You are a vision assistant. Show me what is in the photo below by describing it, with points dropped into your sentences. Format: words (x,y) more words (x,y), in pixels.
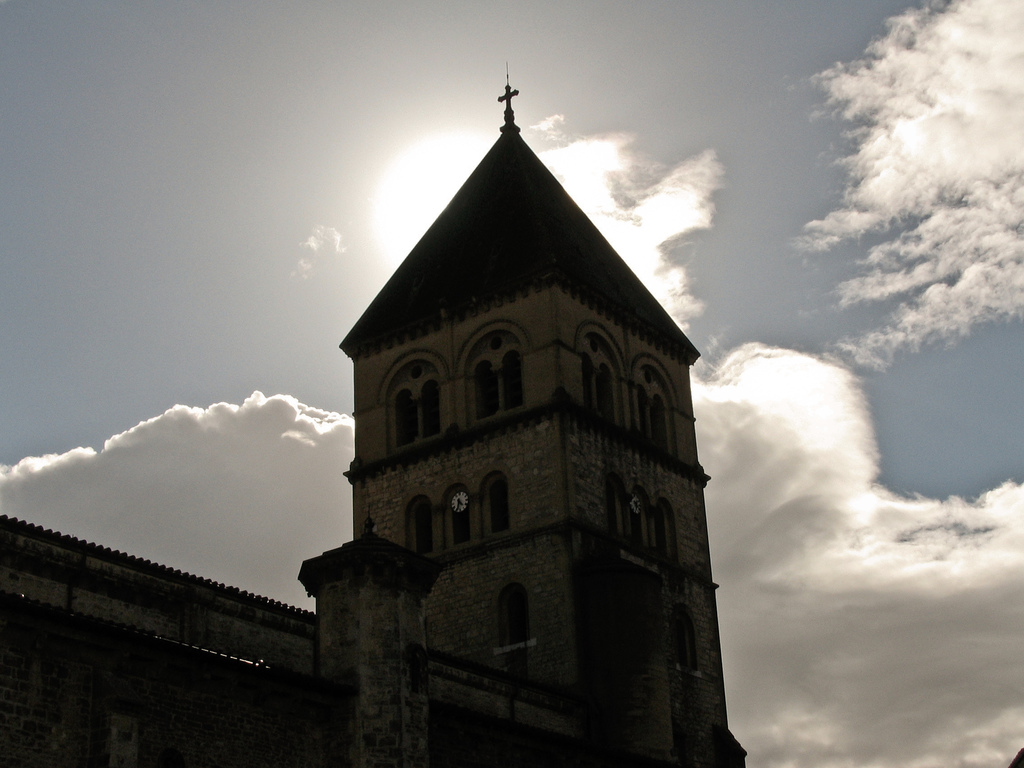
In this image we can see one church (557,519), two clocks (632,504), one cross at the top of the church (518,162), one object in the bottom right side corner of the image and in the background (617,179) there is the sun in the cloudy sky (948,475).
